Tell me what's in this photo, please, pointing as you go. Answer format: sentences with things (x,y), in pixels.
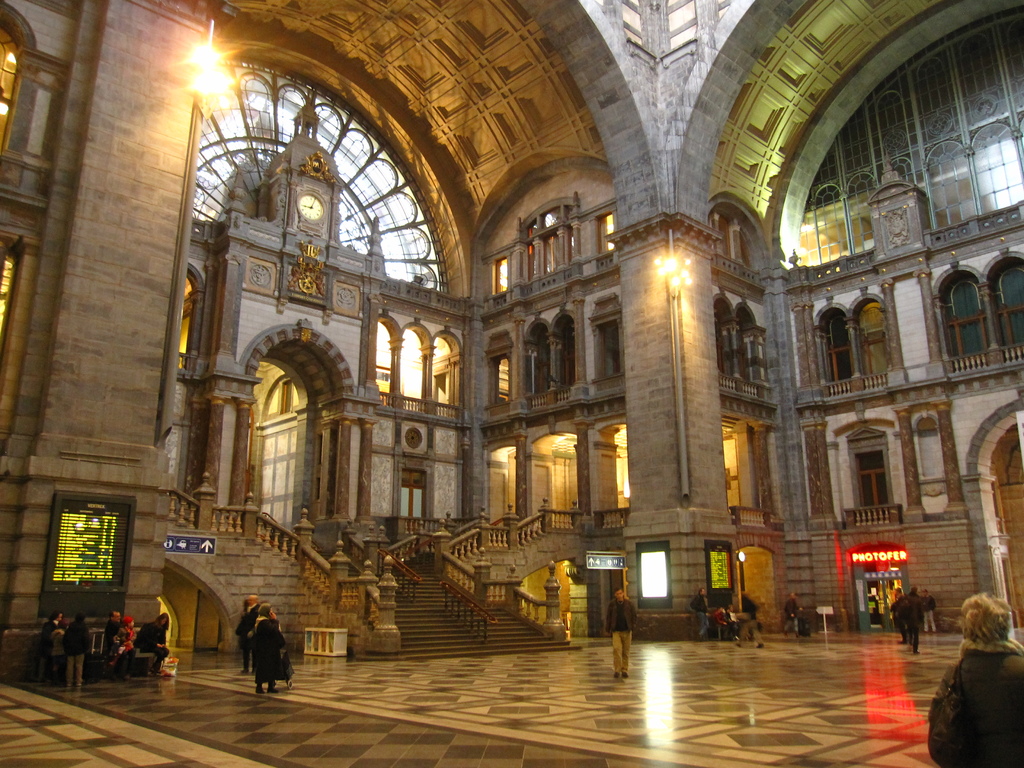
In this image I can see it is an inside part (490,172) of a railway station (687,219). In the middle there is a staircase (404,579). On the left side (259,636) a group of people (271,621) are there, at the top (195,76) there are lights (207,72).
